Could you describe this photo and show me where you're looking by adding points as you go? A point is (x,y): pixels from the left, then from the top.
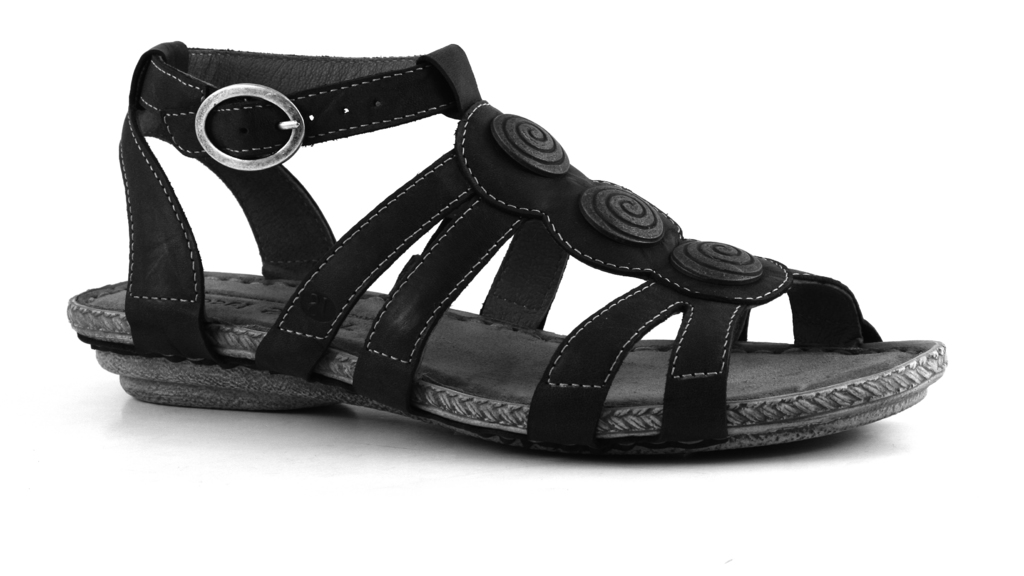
In the foreground (171,81) I can see sandals (204,78) may be on the floor (95,530). This image is taken may be in a hall (31,304).
